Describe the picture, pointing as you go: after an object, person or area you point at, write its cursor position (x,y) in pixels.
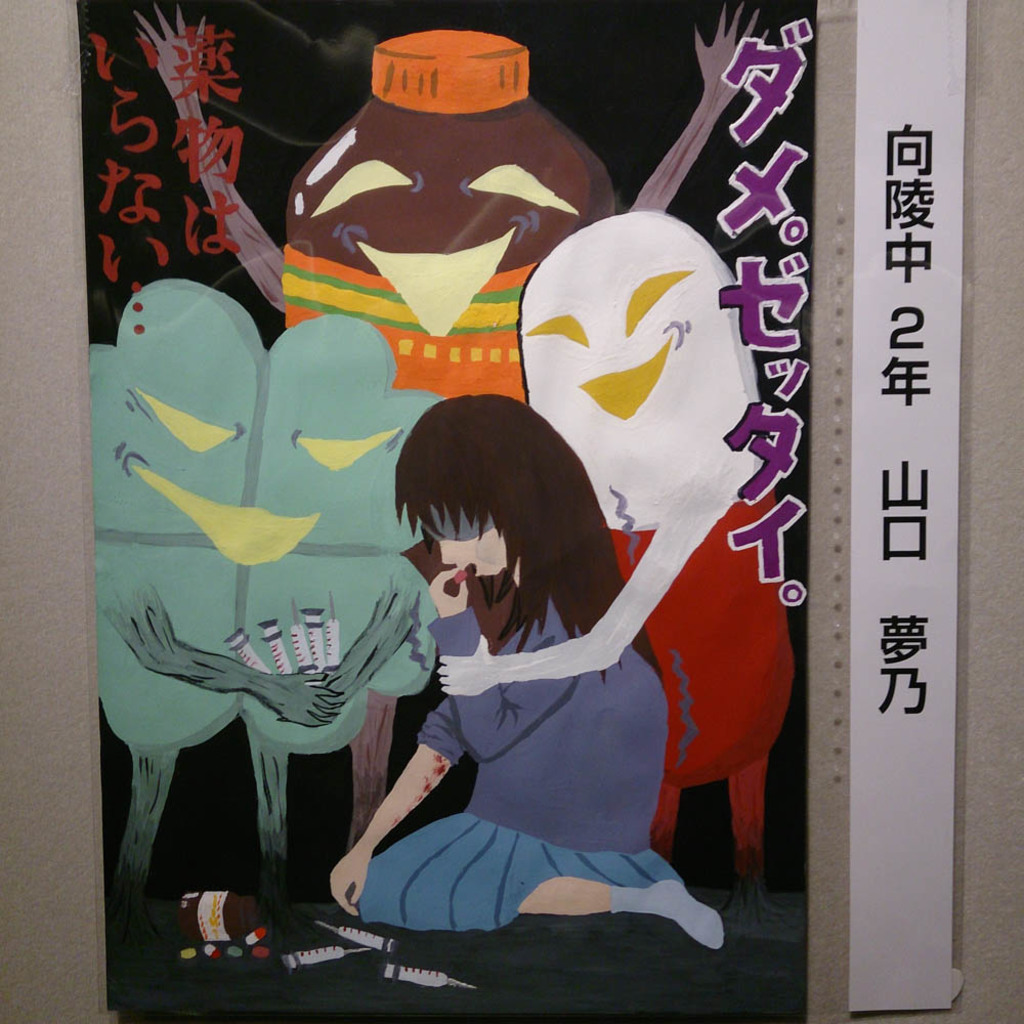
In this picture we can see a poster (391,537) on the surface (32,763).
